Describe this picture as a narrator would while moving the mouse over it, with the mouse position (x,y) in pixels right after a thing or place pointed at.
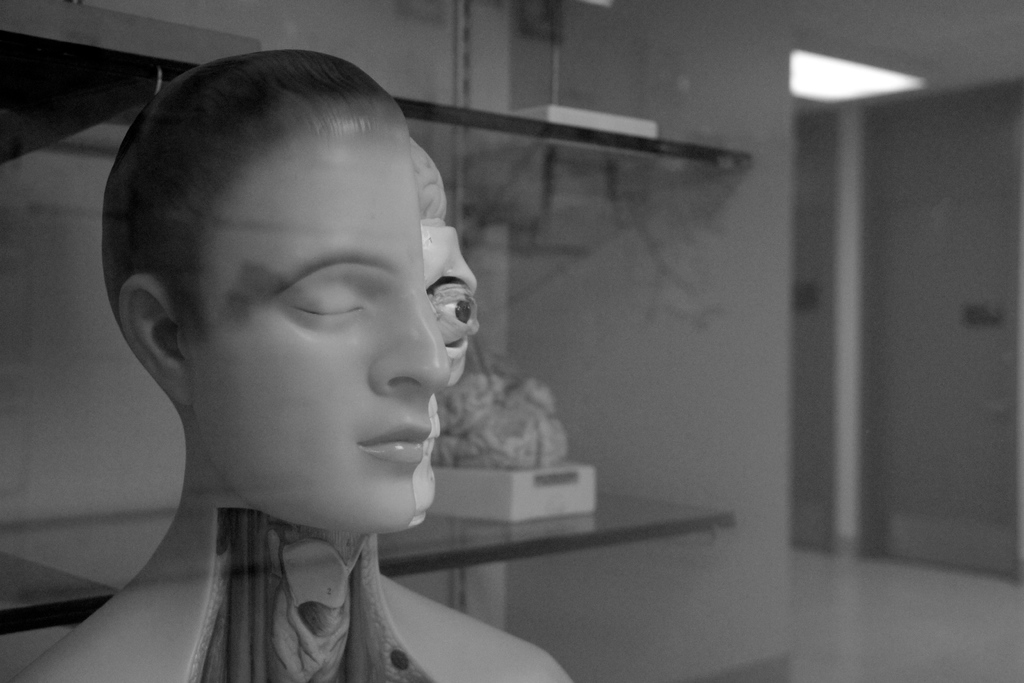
This is a black and white image and here we can see a sculpture (362,428) and in the background (527,444), there are some objects (513,443) on the stand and there is a wall (702,347). At the bottom (797,638), there is a floor (887,606).
